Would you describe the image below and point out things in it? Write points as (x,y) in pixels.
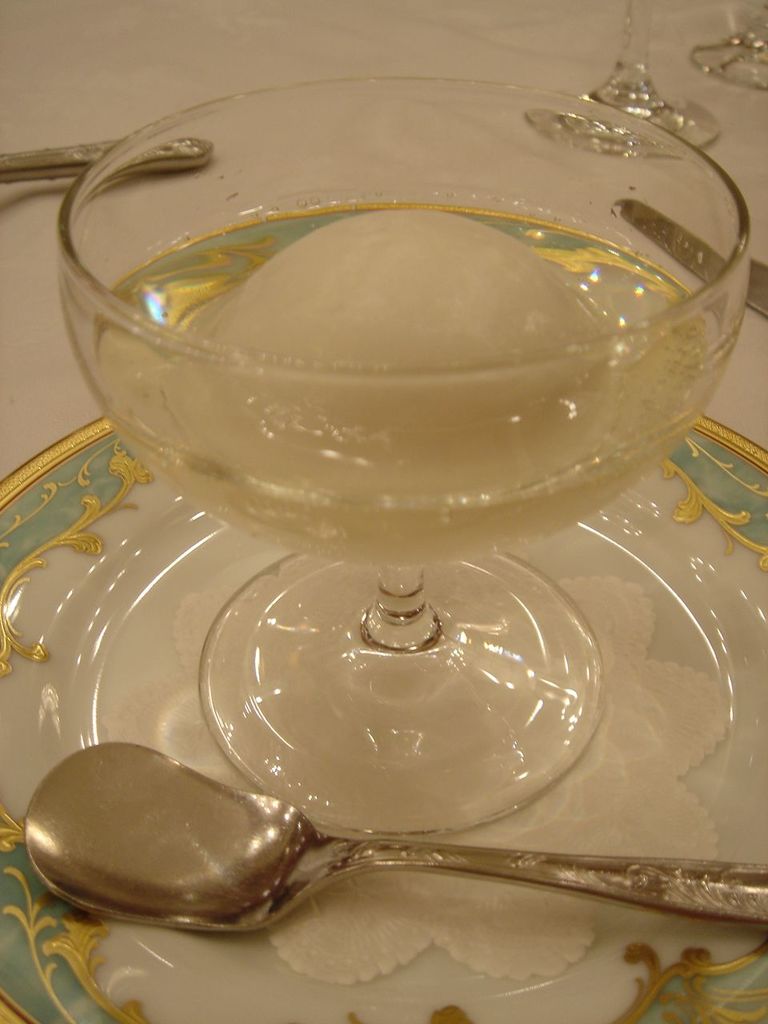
In this picture it looks like ice (381,267) in a glass (425,492) kept on a ceramic plate (682,497) along with a spoon (272,915).
